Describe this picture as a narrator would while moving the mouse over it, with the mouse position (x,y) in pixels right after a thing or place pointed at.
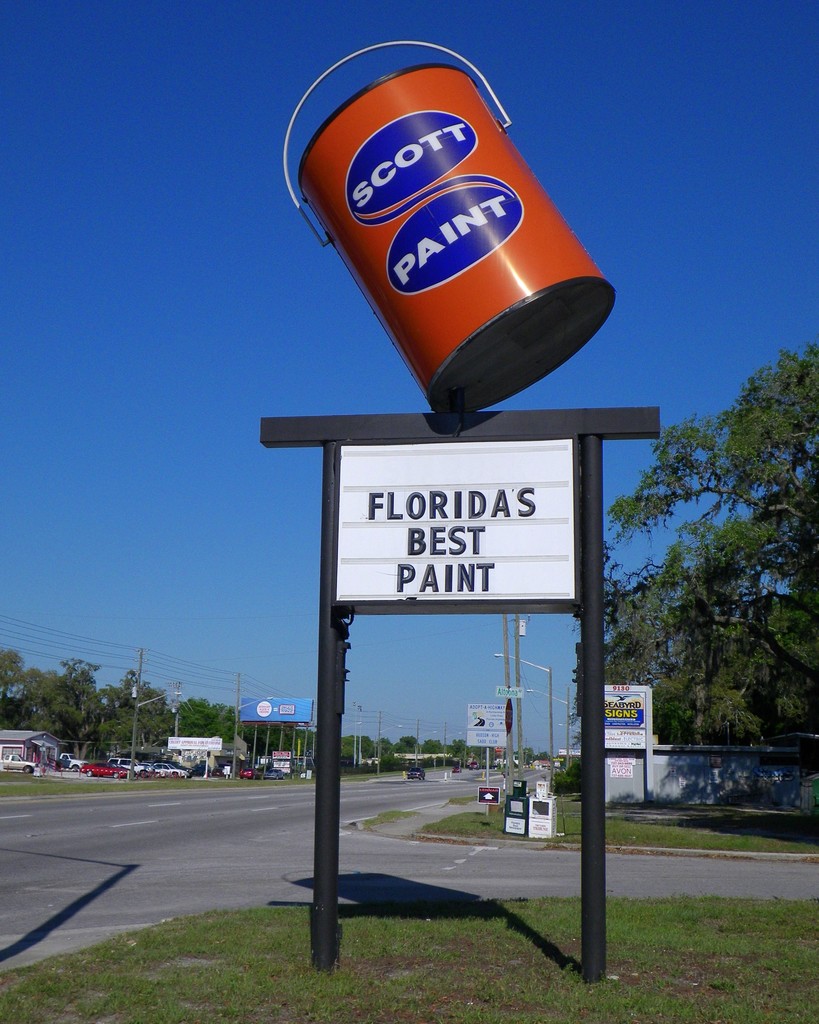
In this picture we can see a bucket (572,317) on a name board (532,445), road (211,848), grass (400,936), vehicles (252,777), trees (55,698), poles (254,759), banners (258,718), wires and in the background (239,450) we can see the sky (275,315).
